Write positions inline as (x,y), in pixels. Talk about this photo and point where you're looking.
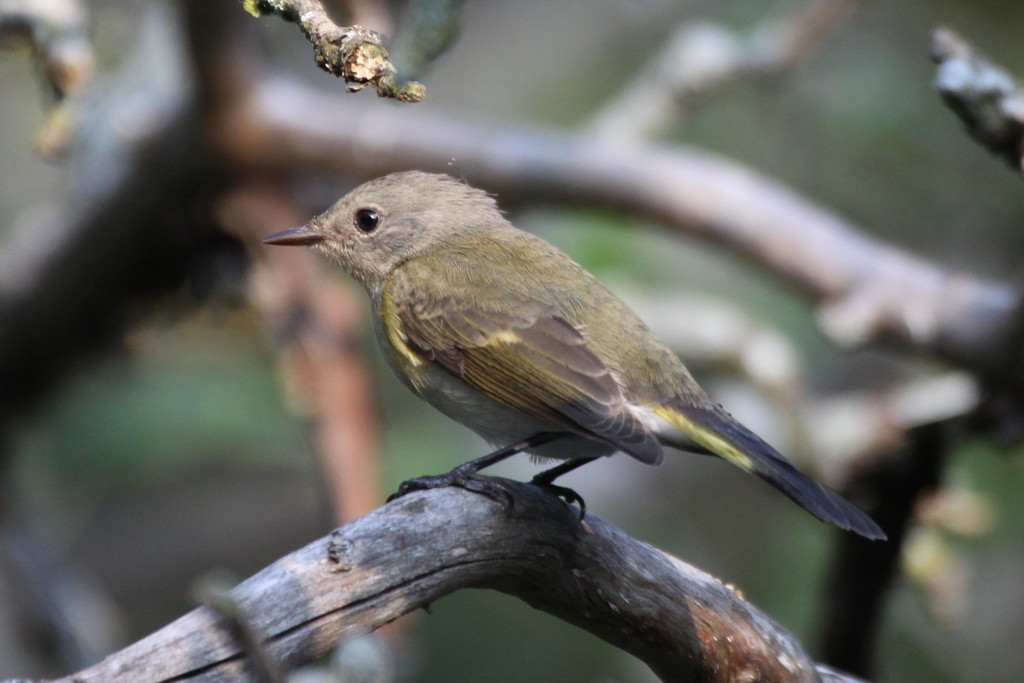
In the center of the image (512,383) we can see a bird (535,450) on the branch (393,518).
